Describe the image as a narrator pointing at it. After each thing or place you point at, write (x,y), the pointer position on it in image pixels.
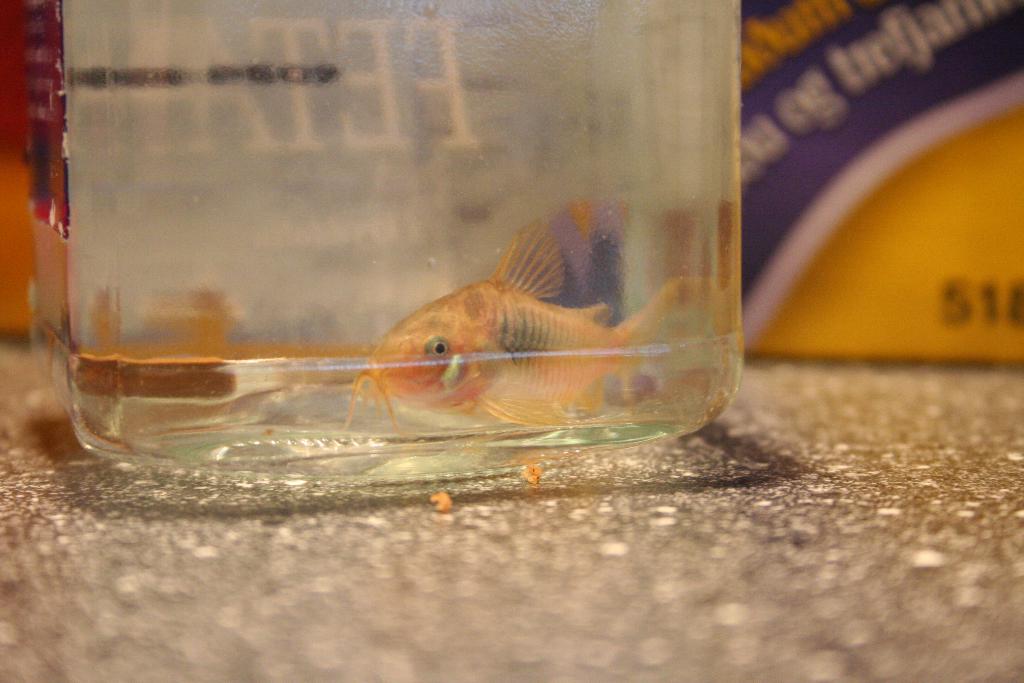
In this image I see a container (260,203) and I see a fish (513,352) in it which is gold in color and I see the surface (78,471). In the background (794,8) I see something is written over here.
